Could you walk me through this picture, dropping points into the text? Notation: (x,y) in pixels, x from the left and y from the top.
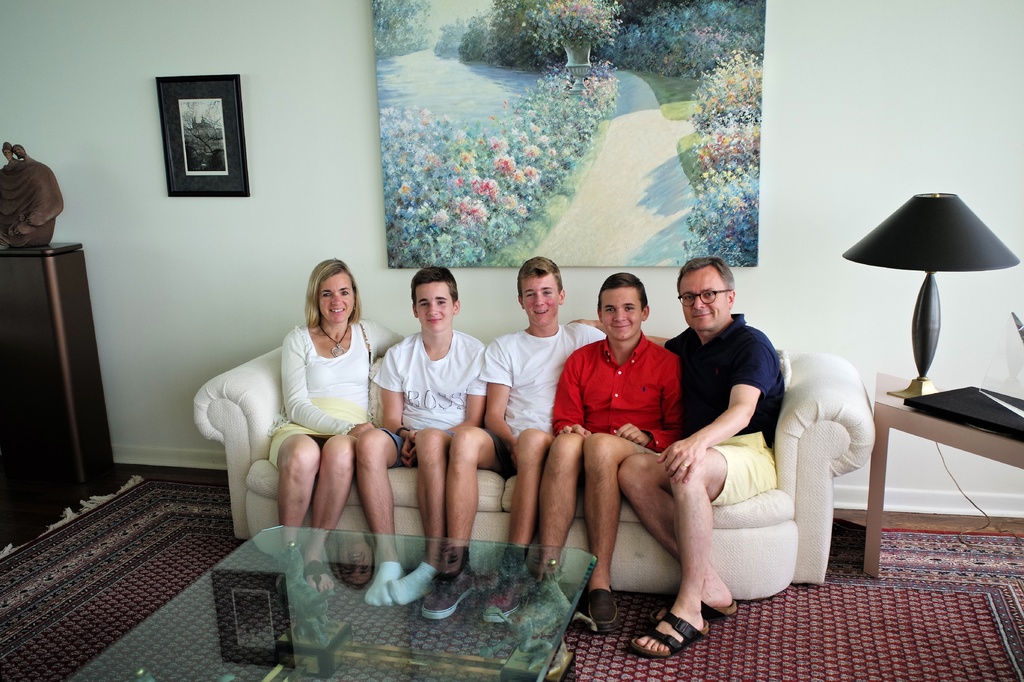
There is a table (391,617). Next to this, there are five persons (740,327) sitting on a sofa (805,543). On the right hand side (925,260), there is a light (917,342) on the table (888,405). These are on the carpet (888,628). This carpet (934,606) is on the floor (968,563). On the left hand side (50,215), there is a statue (36,205). In the background (566,100), there is a poster (616,43). Next to this, there is a photo frame (202,148).
